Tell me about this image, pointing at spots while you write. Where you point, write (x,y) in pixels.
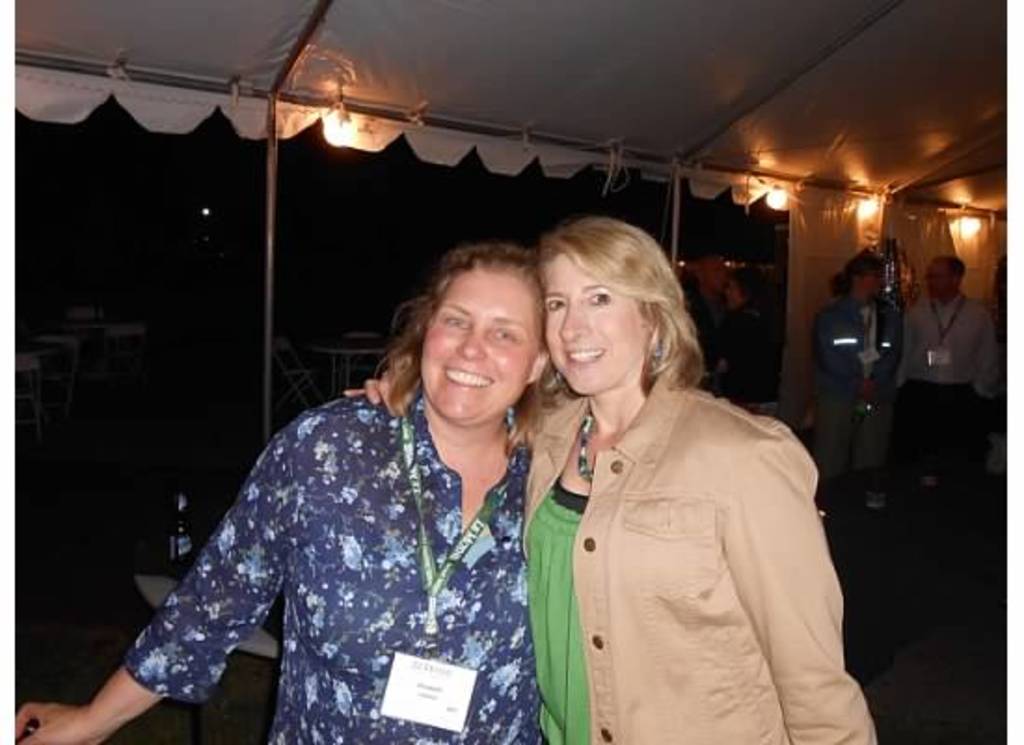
In this image in the center (519,431) there are two women (522,428) smiling, and one woman (442,461) is wearing a tag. And in the background (917,366) there are some people (850,348), poles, tables (147,577), chairs (65,352) and at the top of the image (644,113) there is a tent (766,138). And some lights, and in the background (620,189) there are some objects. At the bottom (110,524) there is floor (943,593).
